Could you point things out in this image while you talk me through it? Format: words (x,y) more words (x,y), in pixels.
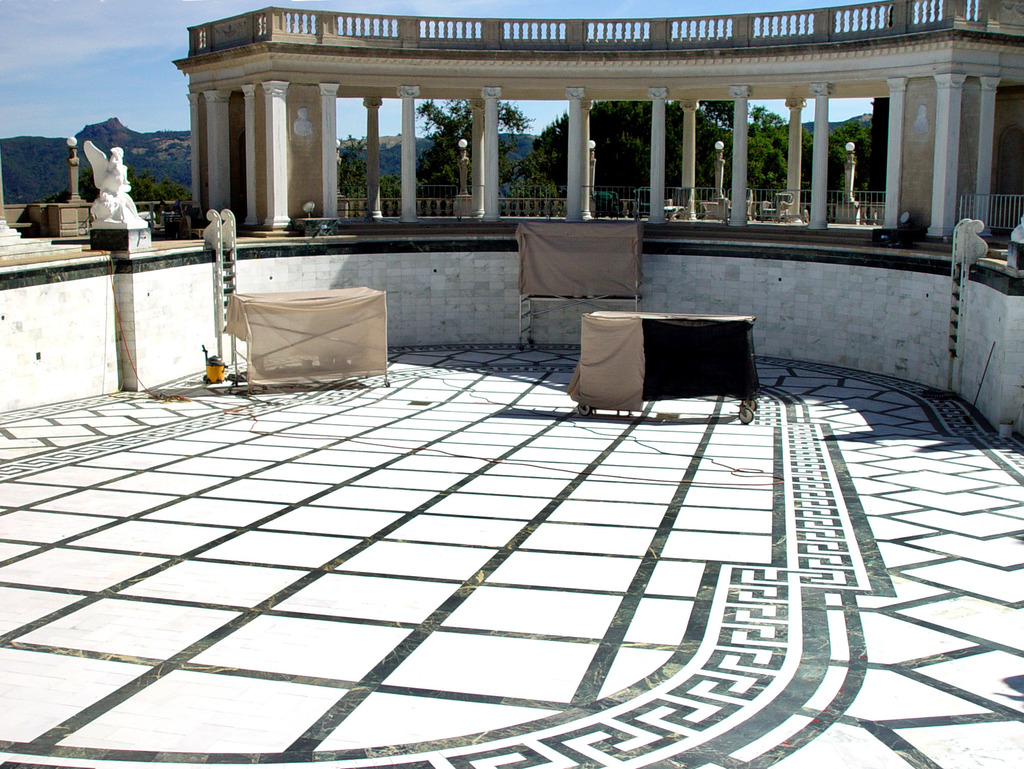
In this image there is a terrace (492,347), on that terrace (140,261) there are three iron tables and there is a sculpture (99,189) and pillars (488,126), in the background (842,183) there are light poles (462,163), trees (342,155), mountain (183,148) and the sky (104,90).
